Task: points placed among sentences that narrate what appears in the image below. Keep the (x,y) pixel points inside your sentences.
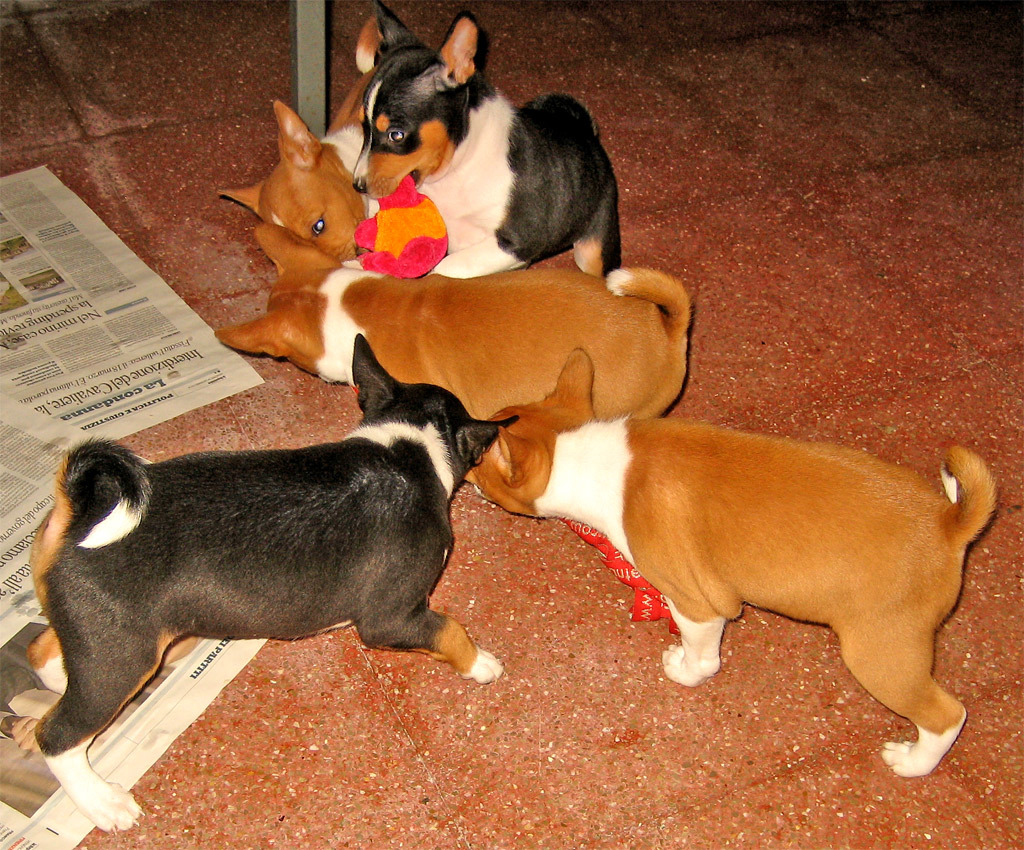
In the center of the image (420,420) we can see dogs (423,580) on the floor (394,682). On the left side of the image (111,403) we can see news papers (58,447). In the background (706,330) there is pole (309,56) and floor (767,241).
